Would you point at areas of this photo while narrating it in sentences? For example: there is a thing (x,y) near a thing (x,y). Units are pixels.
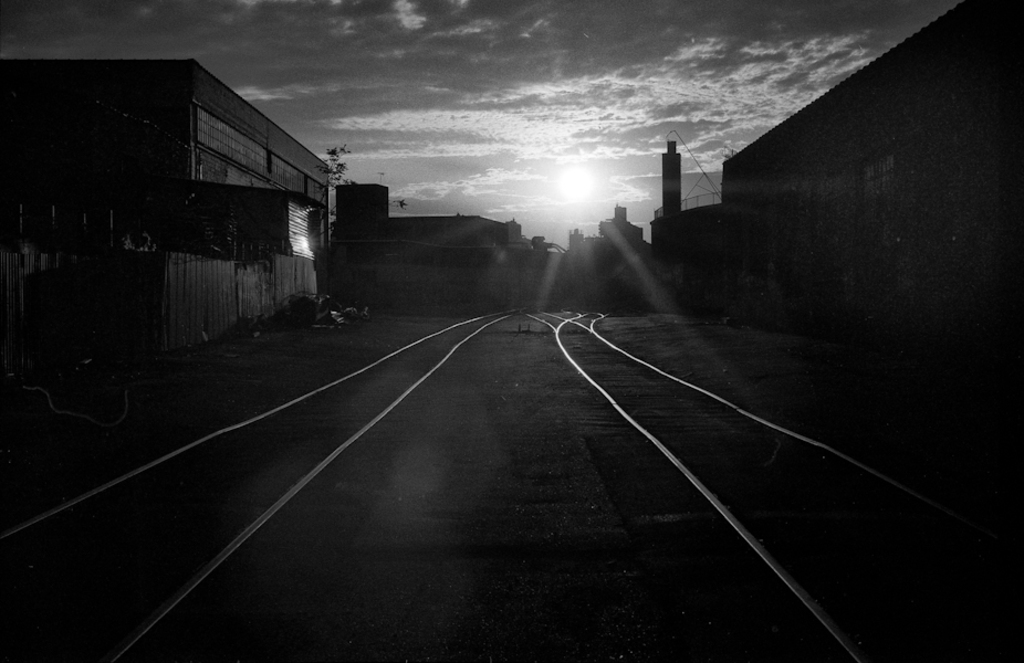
In this black and white image I can see railway tracks (463,324) and buildings (199,247) on both sides of the tracks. The sun (576,194) in the center of the image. The background (542,210) is dark.
